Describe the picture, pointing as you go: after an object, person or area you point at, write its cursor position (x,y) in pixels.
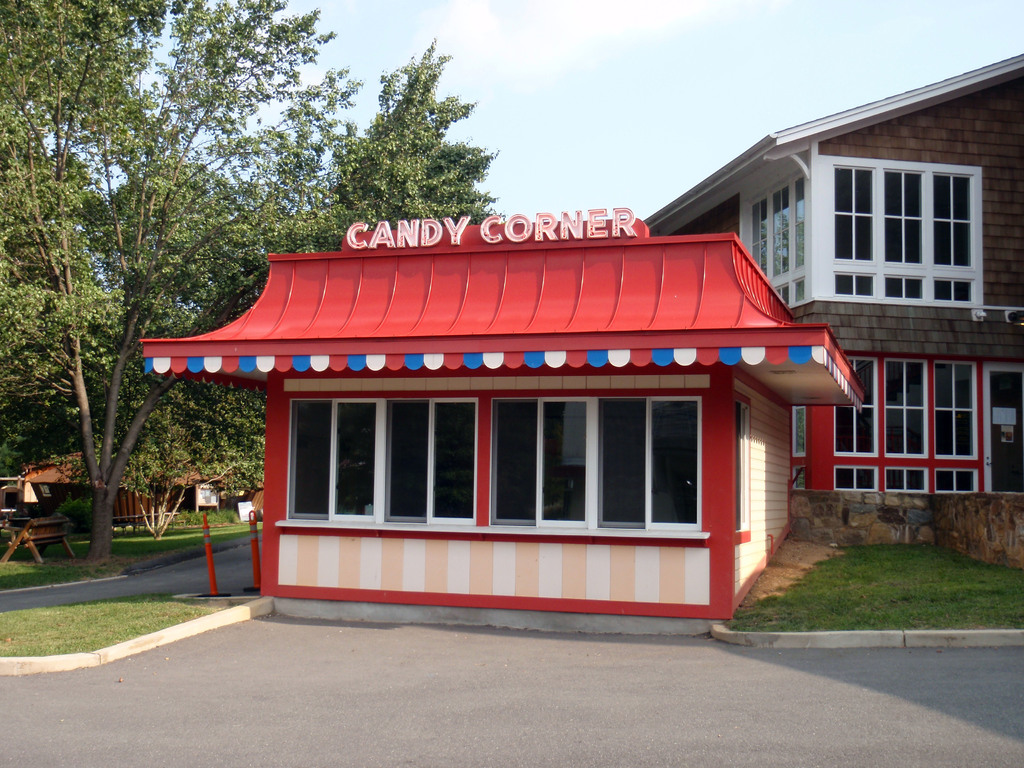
In this image we can see a house (382,589) with roof (522,363), a signboard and windows (572,458). We can also see some grass (80,642), divider poles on the road (270,618), a bench (2,561) and a group of trees (147,403). On the backside (653,75) we can see a wall (881,525), a house (796,217) with roof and windows (862,193) and the sky (679,138) which looks cloudy.
